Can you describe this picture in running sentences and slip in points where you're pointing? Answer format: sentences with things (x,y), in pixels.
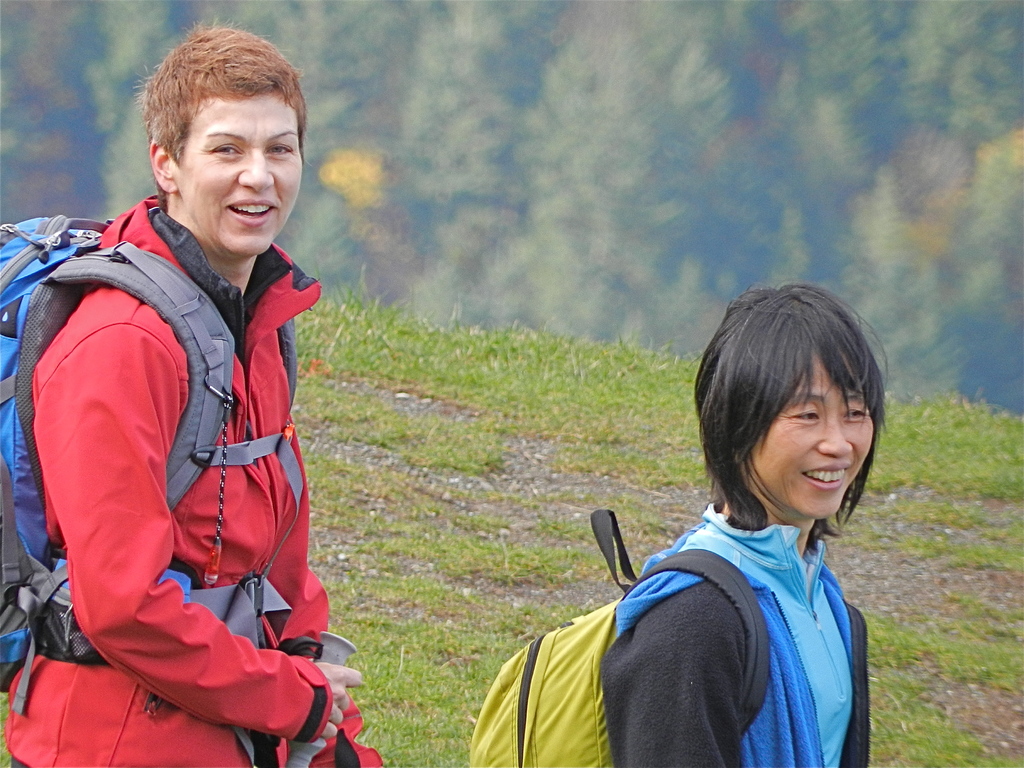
There are two women (716,655) holding bag (583,686) and smiling. On the ground (461,441) there is grass (488,449). In the background (550,117) it is blurred.
